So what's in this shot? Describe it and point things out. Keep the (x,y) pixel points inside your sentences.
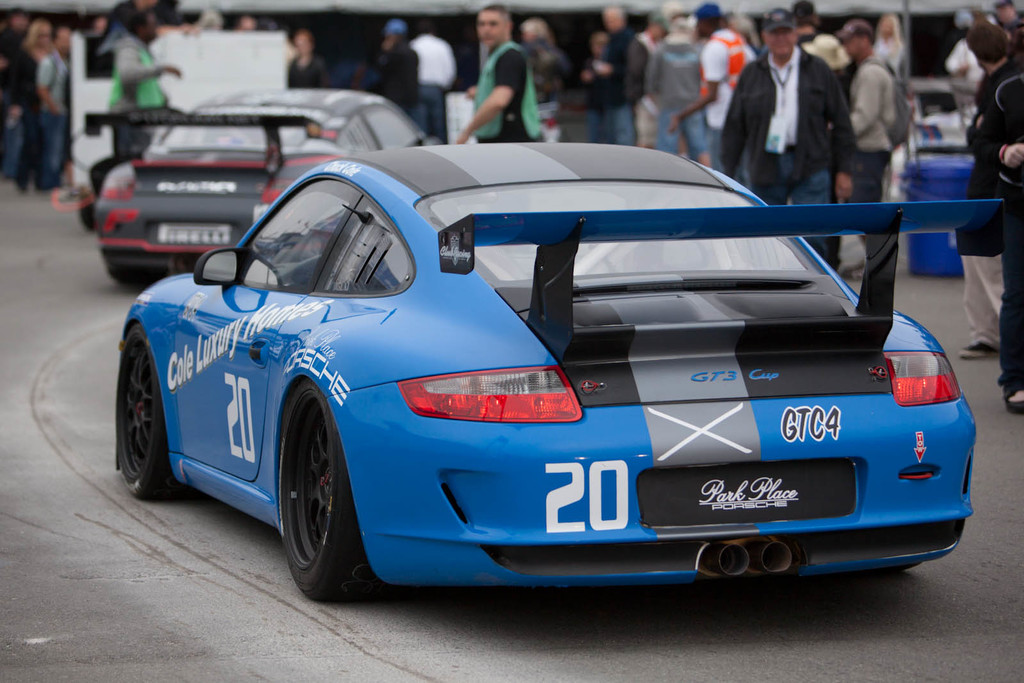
In the image there are two cars (313,379) going on the road (505,644) and in the back (718,74) there are many people (641,90) standing all over the road (186,625).
